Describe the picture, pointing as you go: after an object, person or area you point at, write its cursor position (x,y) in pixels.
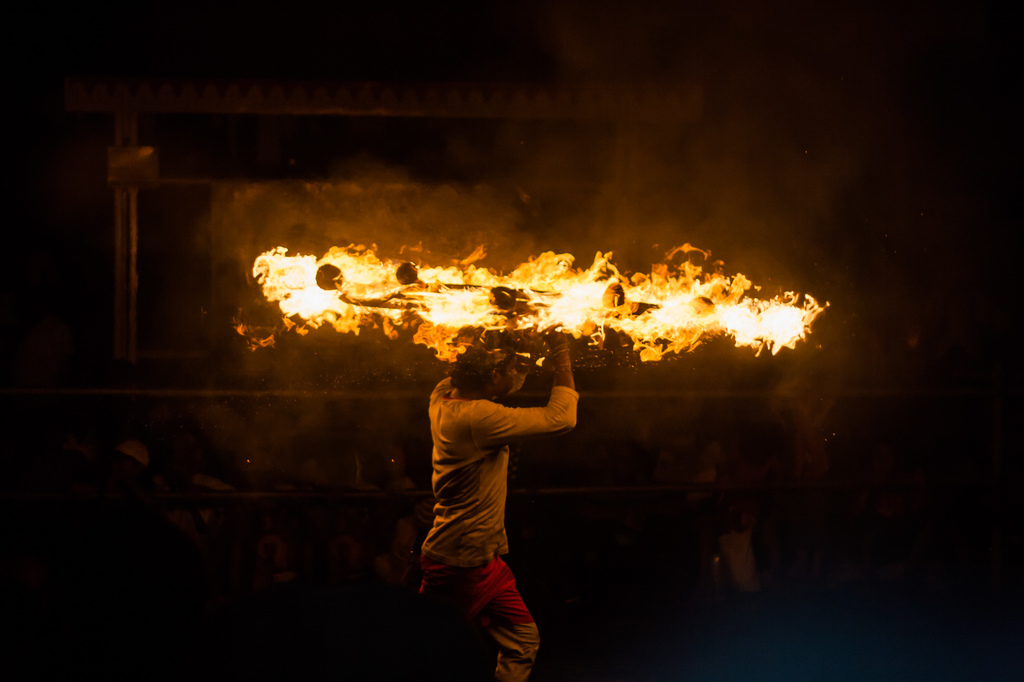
In this image we can see there is a person (483,476) walking and holding a stand (519,308) with fire (596,305). At the back (519,100) there is a shed (118,340).
